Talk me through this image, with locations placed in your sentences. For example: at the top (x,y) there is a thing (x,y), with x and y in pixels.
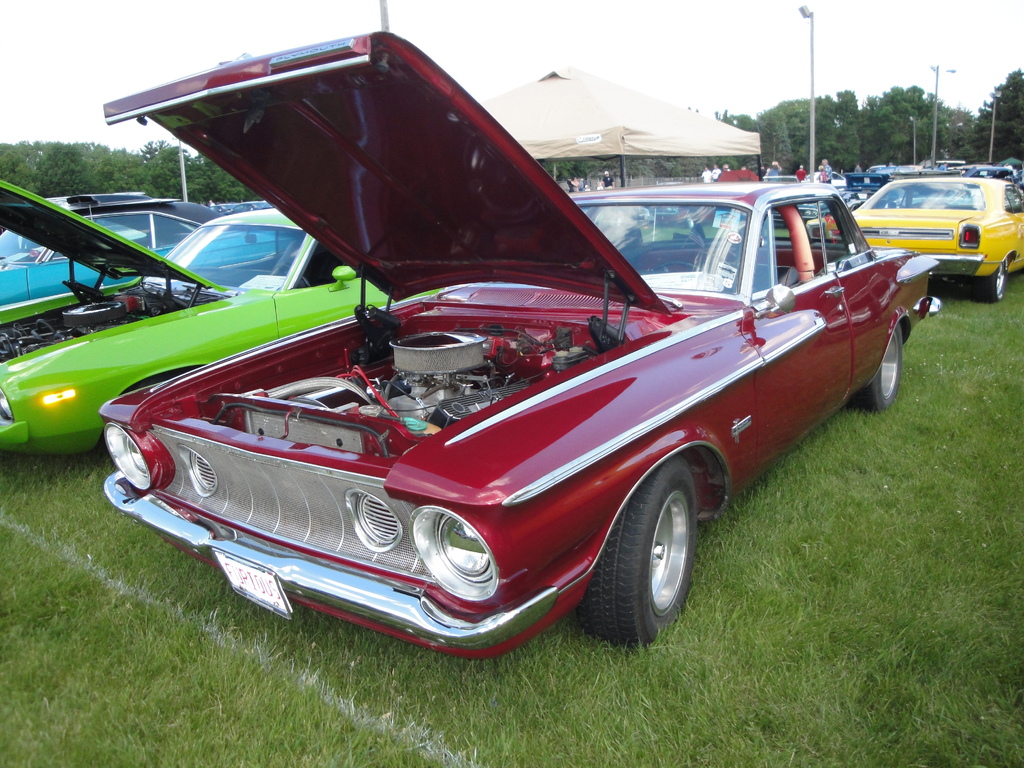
There is a car (737,376) which is red in color whose hood (407,221) is opened is on a greenery ground (700,578) and there are few other cars (149,261) beside and behind it and there are trees (843,114) and poles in the background (862,124).
